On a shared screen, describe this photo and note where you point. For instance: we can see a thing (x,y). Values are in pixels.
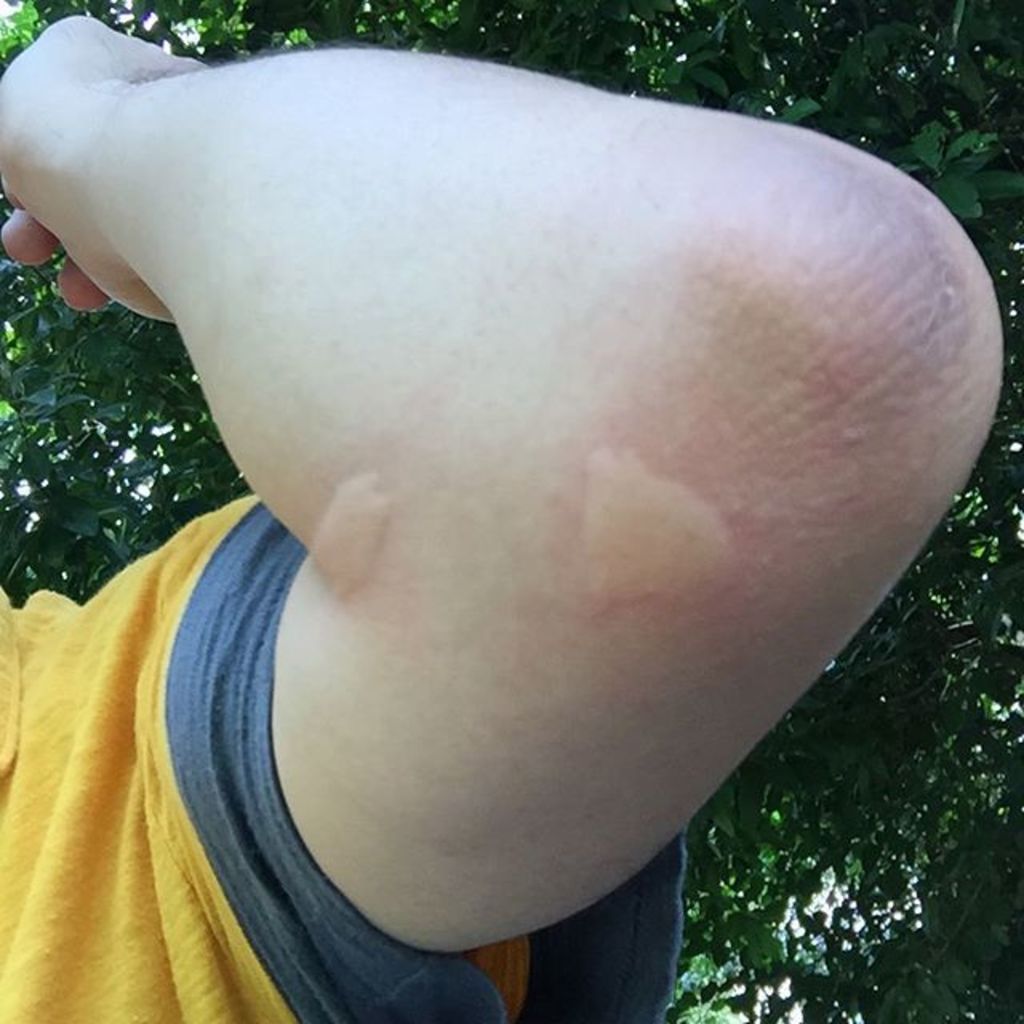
This is a hand (428,558) of a person (294,632) who is wearing yellow shirt (78,750) and there are trees (711,63) in the background (925,712).
